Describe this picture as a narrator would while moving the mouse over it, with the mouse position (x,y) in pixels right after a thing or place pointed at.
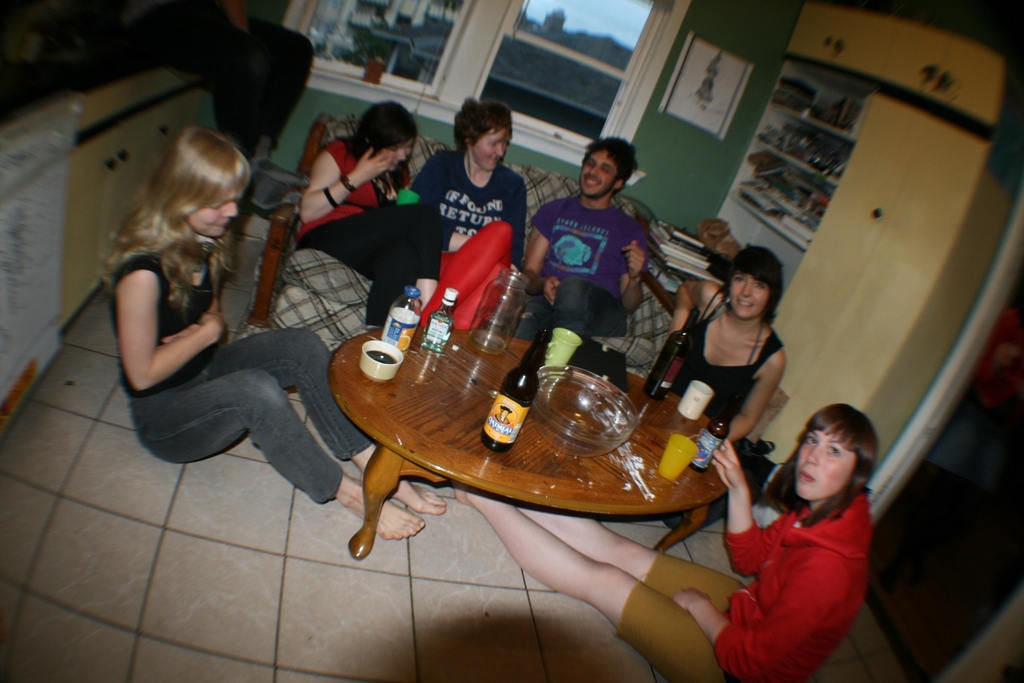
In this image i can see group of people (636,305) some are sitting on chair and some are on floor (278,527), i can also see few bottles (539,357), and bowls (583,420) on table (552,459) at the back ground (662,182) there is a wall (674,144) and a window (527,115).
